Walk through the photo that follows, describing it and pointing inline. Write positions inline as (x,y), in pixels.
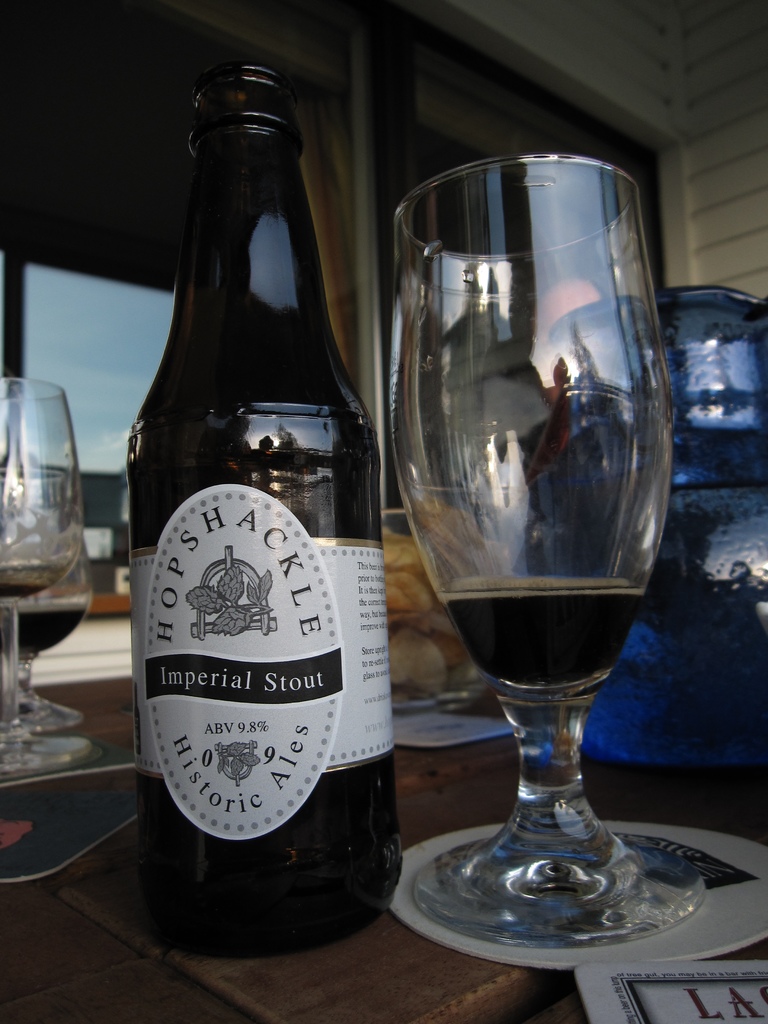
In this picture there is a bottle (235,413) and a glass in the center of the image (345,586) and there are other glasses (22,681) on the left side of the image (37,621).
